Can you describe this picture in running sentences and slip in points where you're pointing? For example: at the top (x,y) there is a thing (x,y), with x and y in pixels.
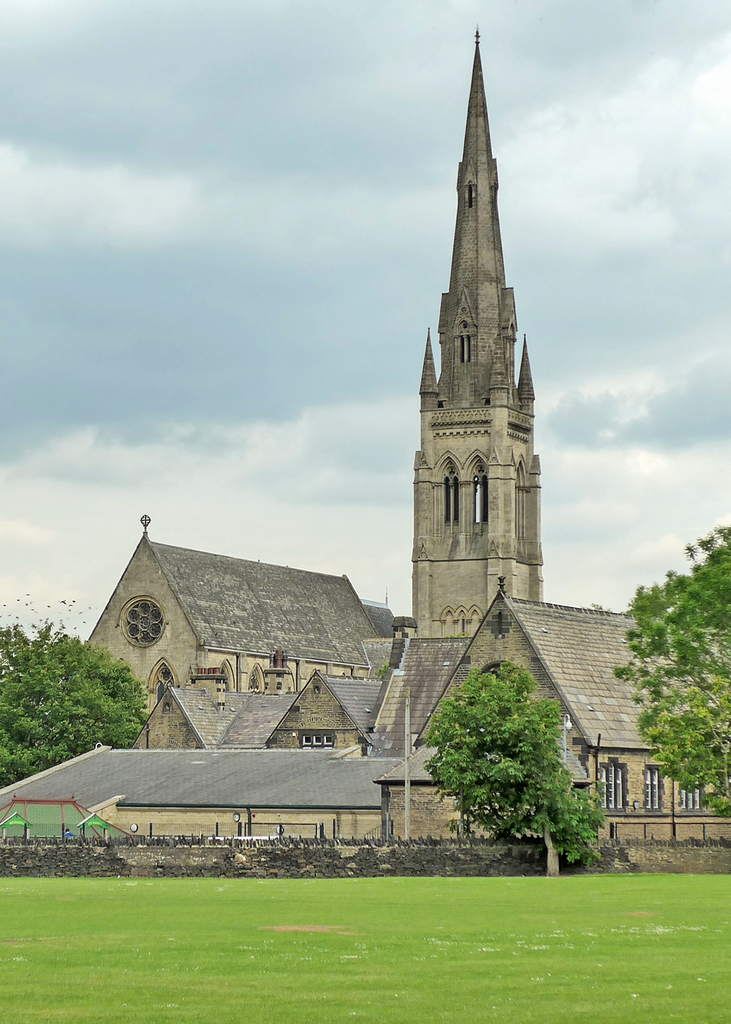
There are few buildings (622,707) and a tower (462,420) in middle of it and there are trees (8,690) beside it and the ground (408,952) is greenery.
